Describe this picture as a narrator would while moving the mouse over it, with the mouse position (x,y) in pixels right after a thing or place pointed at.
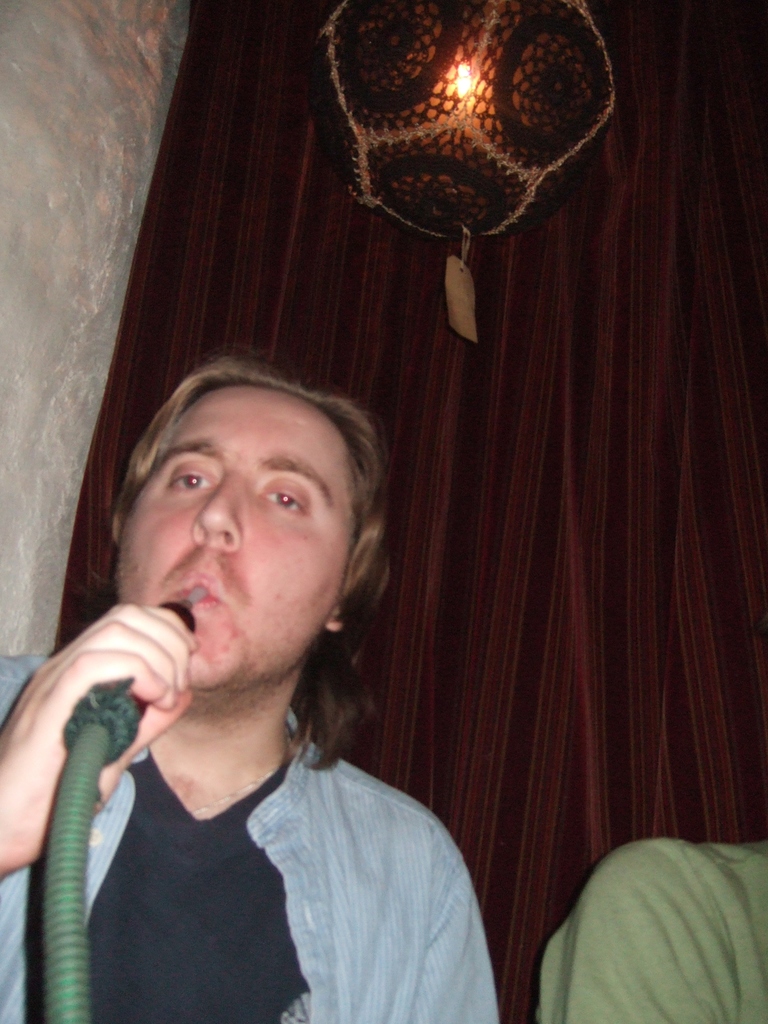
Here we can see a person (114,966) holding a pipe (74,996) with his hand (159,648) and there is a person (621,923). In the background (578,643) we can see a curtain (533,472), wall (162,91), and a light (436,150).
